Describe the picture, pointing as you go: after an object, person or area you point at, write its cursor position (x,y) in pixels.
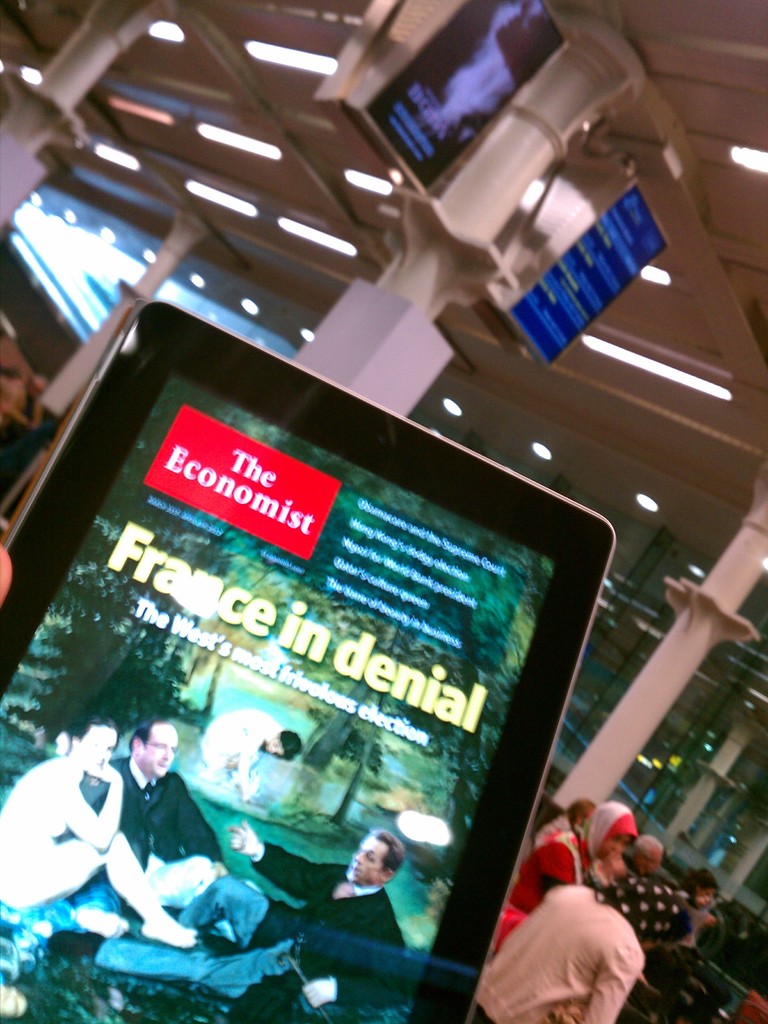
In the center of the image (326,565) there is a screen (366,773). In the background (429,320) we can see screens (355,108), pillars (716,586), persons (616,1007), chairs (741,938) and lights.
